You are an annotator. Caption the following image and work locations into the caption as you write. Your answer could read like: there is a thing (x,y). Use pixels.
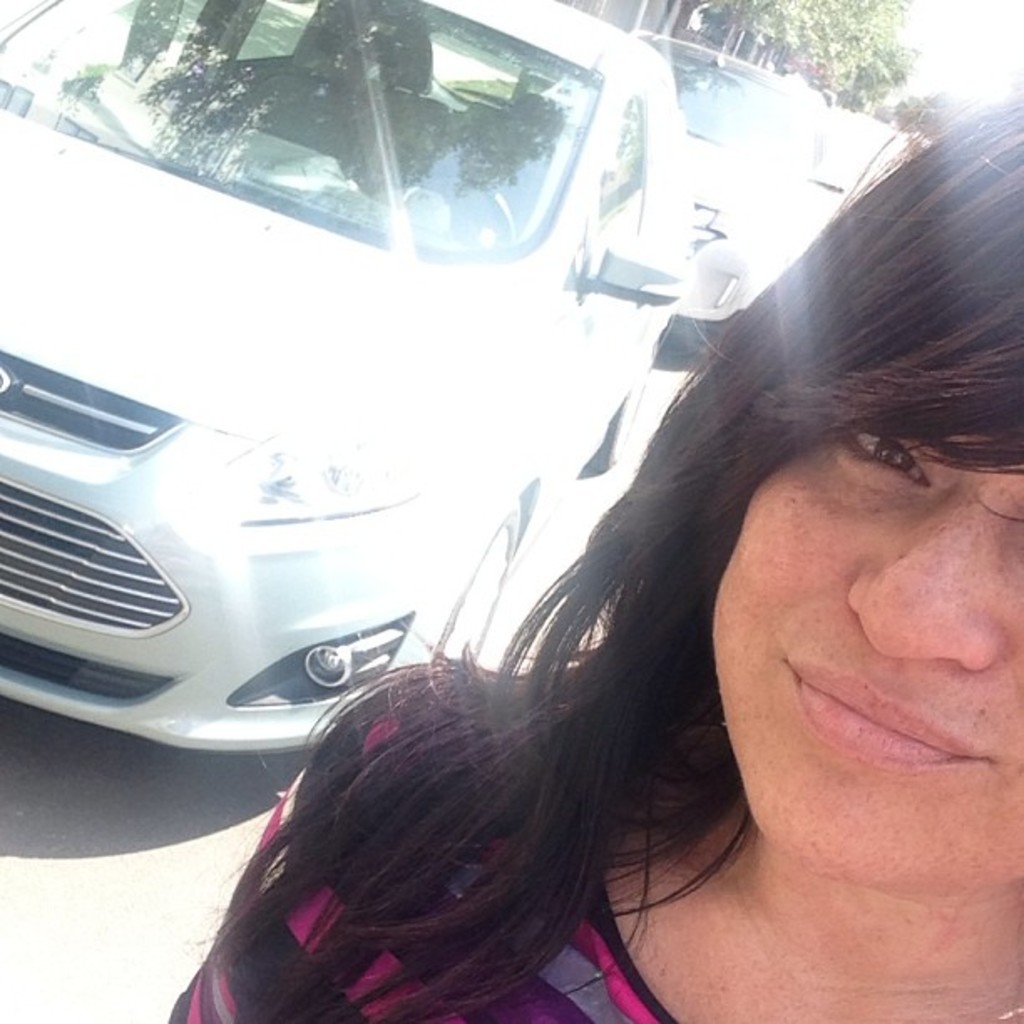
In this image, on the right side (931,952) I can see a person (674,430) and on the left side (65,633) I can see some vehicles (599,31) on the road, and at the top right hand side (817,89) I can see some trees (863,89).
